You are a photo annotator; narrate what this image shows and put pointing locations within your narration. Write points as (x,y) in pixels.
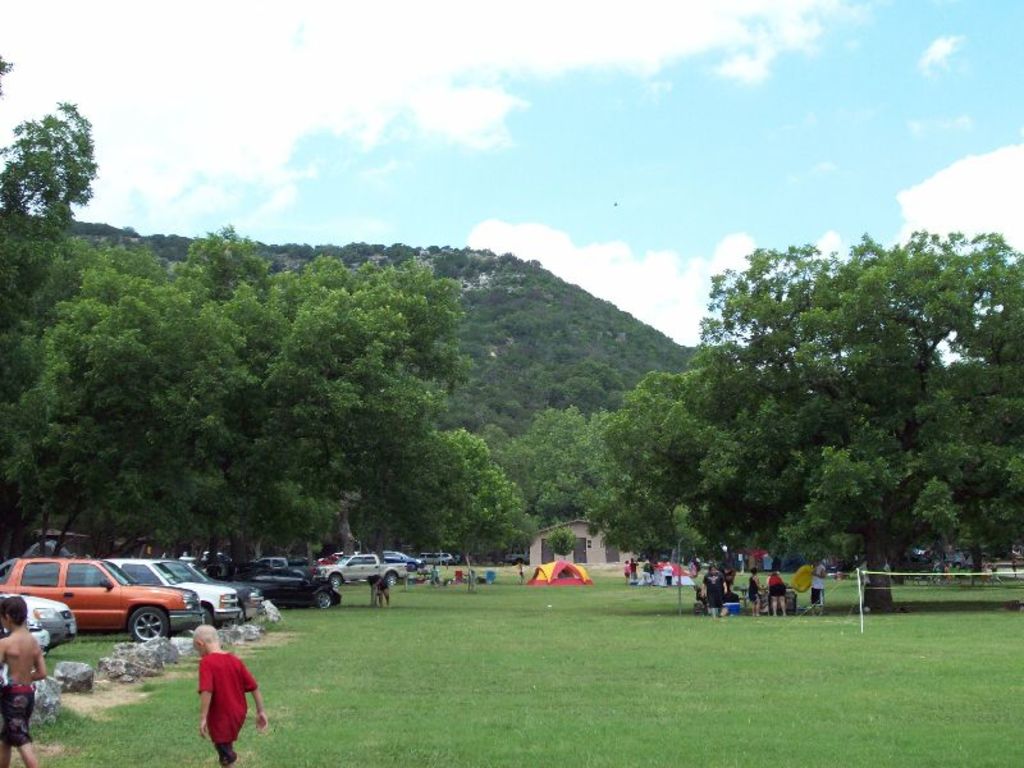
As we can see in the image there is grass (402,671), cars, few people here and there, house (564,556) and trees (598,466). On the top (534,112) there is sky (341,64) and clouds (290,64).
